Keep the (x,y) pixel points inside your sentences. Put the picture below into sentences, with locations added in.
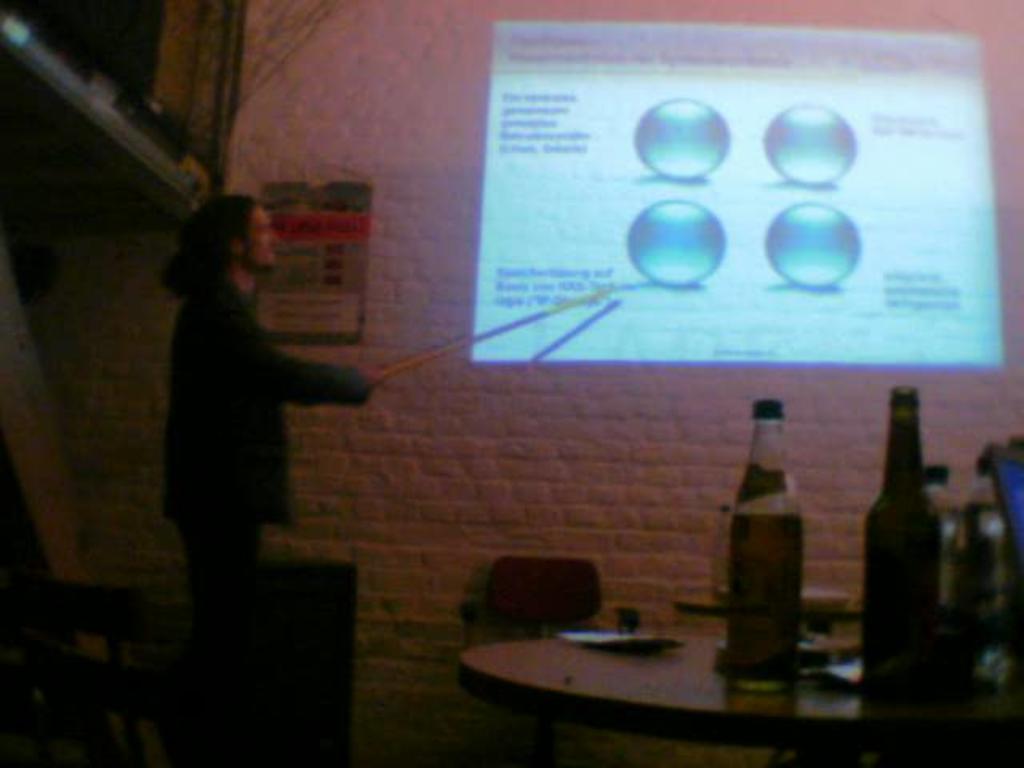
In this image i can see a person (181,406) wearing green color shirt (263,388) holding a stick (610,288) and at the right side of the image (886,430) there are bottles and at the middle of the image (629,259) there is a projector screen (664,239).
